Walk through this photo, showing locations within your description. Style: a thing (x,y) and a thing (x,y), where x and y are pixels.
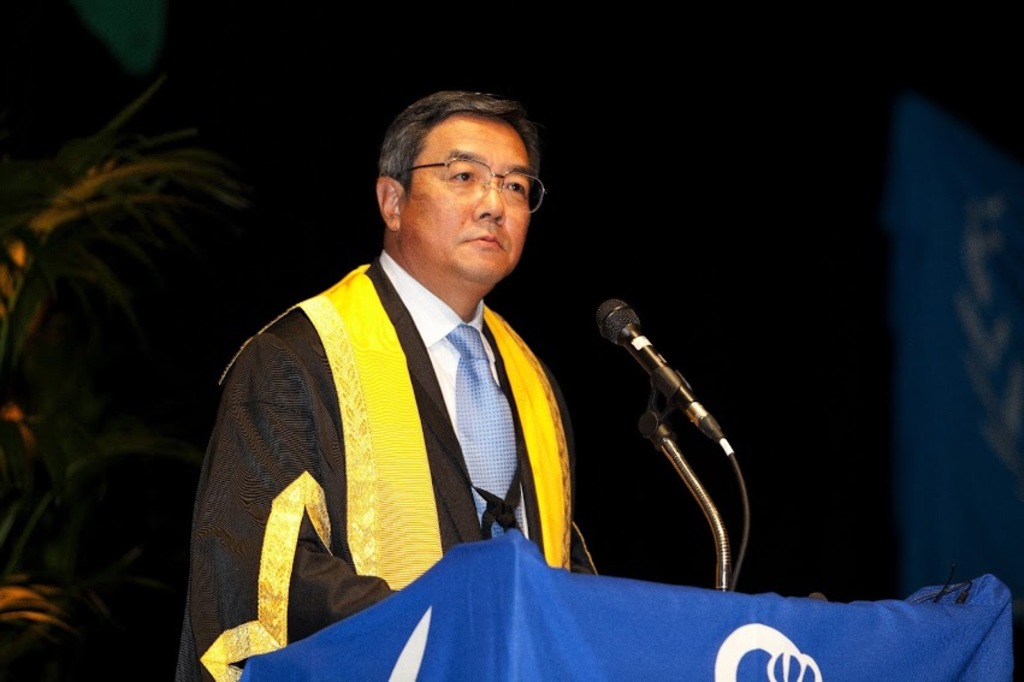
In this image there is a man (547,519) standing in front of table (651,639) where we can see there is a microphone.
